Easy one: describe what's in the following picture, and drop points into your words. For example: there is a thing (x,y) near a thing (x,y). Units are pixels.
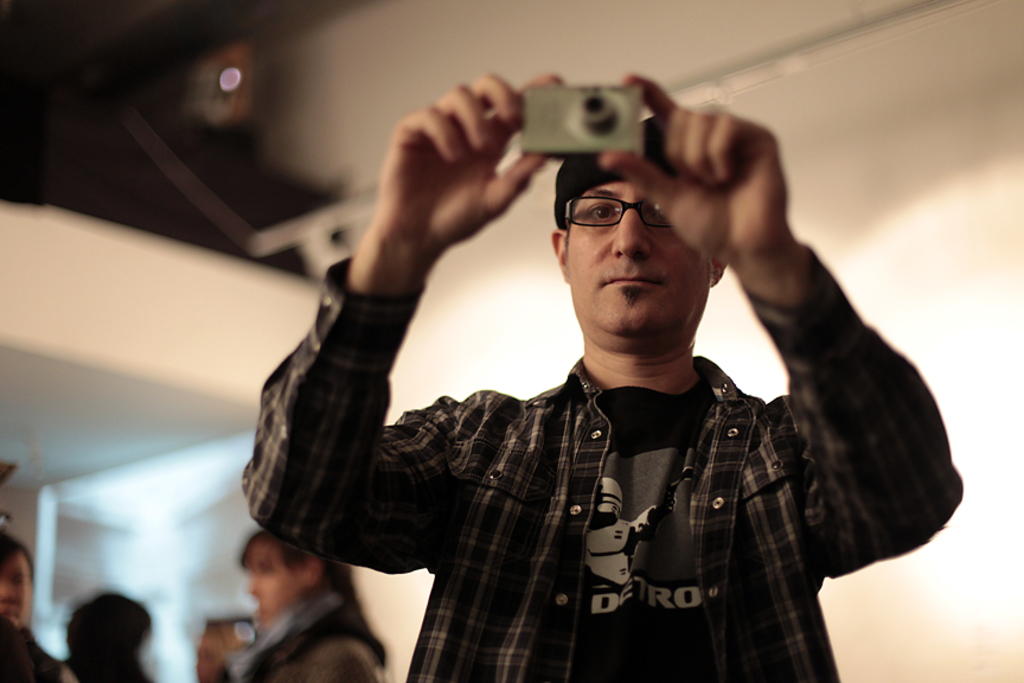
In this image there is a man (596,563) standing and taking a picture with a camera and the back ground (94,673) there are group of people (111,674) standing.
